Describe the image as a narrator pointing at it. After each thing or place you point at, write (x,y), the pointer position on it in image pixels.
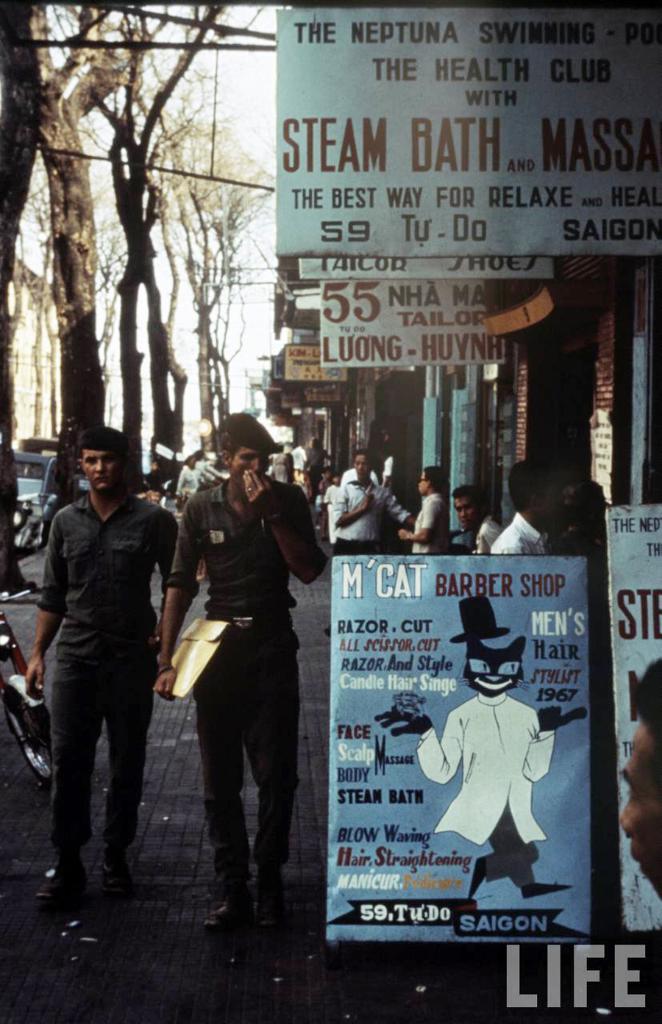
In this picture we can see there are two men (145,650) walking on the walkway (169,848). Behind the men (188,534) there are groups of people (354,500). On the left side of the image (41,468), there are trees (69,211) and vehicles (30,465). On the right side of the image (496,428), there are boards (391,310) and those are looking like buildings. Behind the trees (178,74), there is the sky (152,103).
